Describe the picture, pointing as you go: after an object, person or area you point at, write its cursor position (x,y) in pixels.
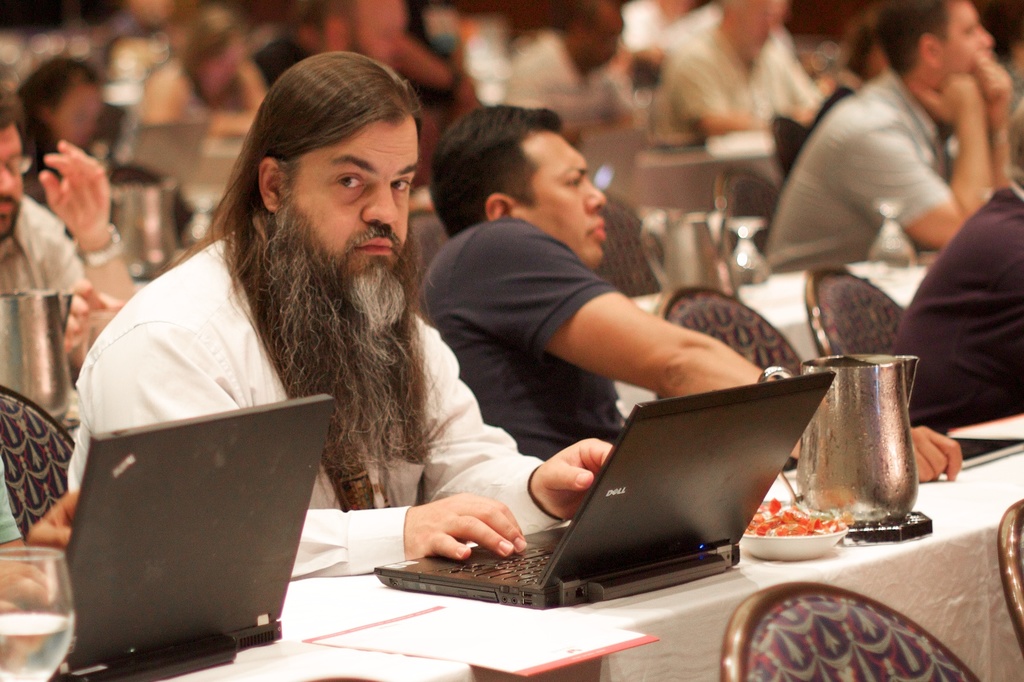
In this picture there is a man (334,446) who is sitting on the chair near to the table (350,618). On the table (422,629) we can see laptops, water glass (40,644), bowl (788,531), food (780,527), water (15,654) and paper (465,614). In the background (773,267) we can see the group of person (536,151) sitting near to the table (696,155).
